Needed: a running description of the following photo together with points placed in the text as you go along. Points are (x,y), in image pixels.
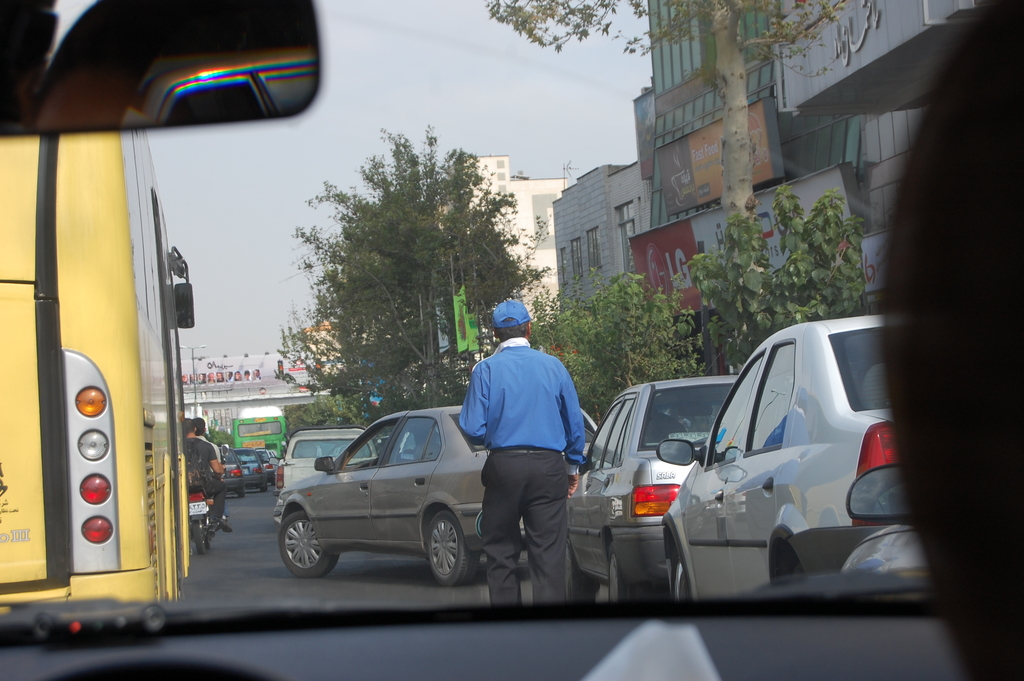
In this image we can see some vehicles (149,445) on the road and there is a person (549,549) walking on the road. On the right side (746,128) we can see some trees (415,277) and buildings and there are some boards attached to the buildings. We can see the sky (248,139) at the top (251,179).
